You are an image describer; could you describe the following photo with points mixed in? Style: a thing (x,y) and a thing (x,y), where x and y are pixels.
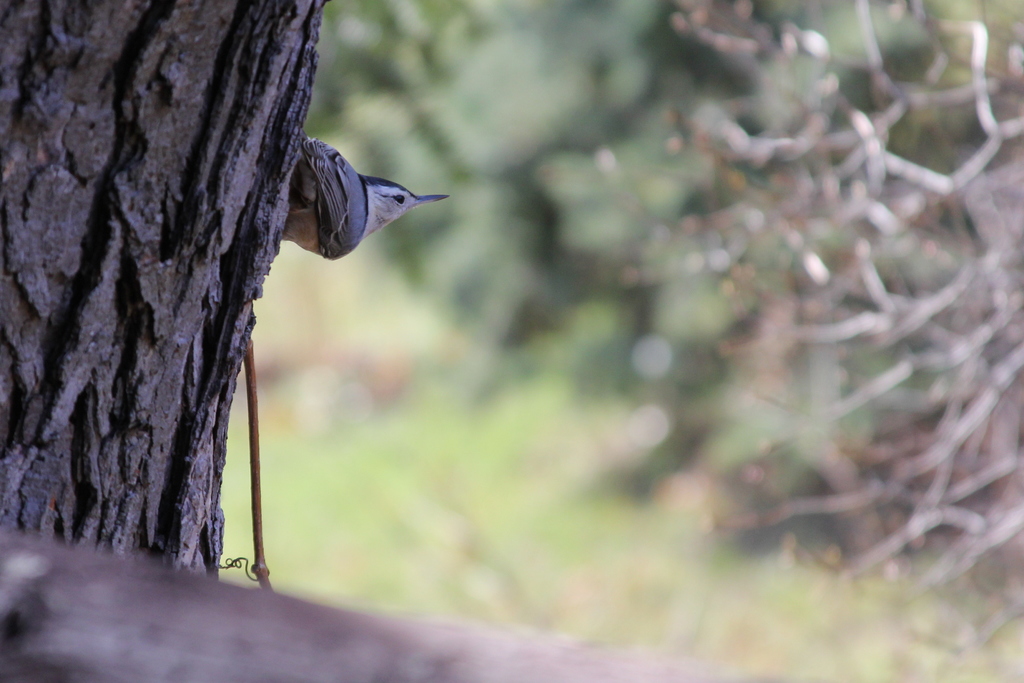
In this image on the left side (192,289) we can see a tree trunk (187,225) and a bird (293,182). In the background (722,19) the image is blur but we can see plants (606,534). At the bottom (203,644) there is an object (203,644).
